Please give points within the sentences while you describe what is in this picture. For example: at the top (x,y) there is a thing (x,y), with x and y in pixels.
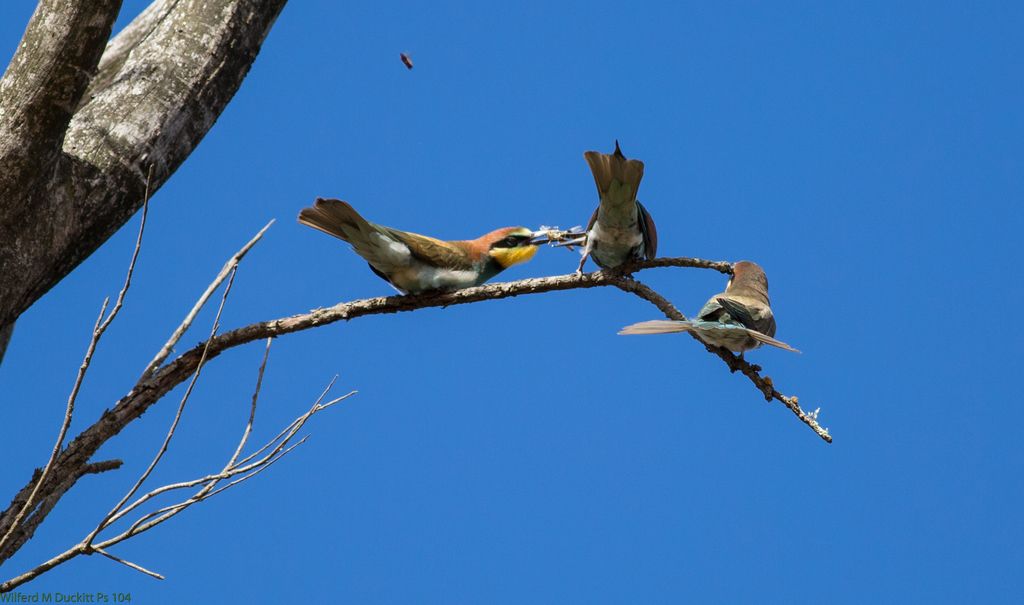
In this image I can see a tree trunk (116,147), few stems (154,395) and I can also see three birds (431,274) on one stem (360,304). In the background (339,293) I can see the sky (325,304) and on the bottom left side of this image (8,600) I can see a watermark (8,600). I can also see a black colour thing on the top side of this image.
